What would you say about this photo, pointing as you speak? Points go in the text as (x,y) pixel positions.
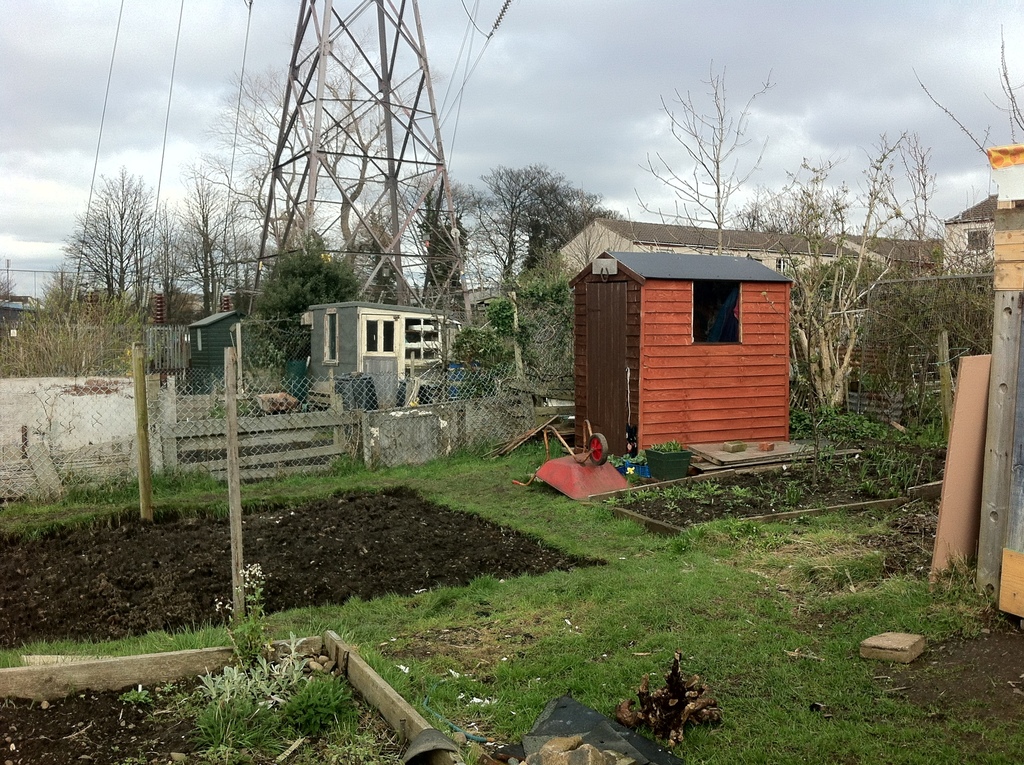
In the image we can see transmission tower (329,173) and electric wires (169,104). We can even see there are trees (502,211), plants (96,308) and grass (701,553). Here we can see the houses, mesh (183,428), poles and the cloudy sky (558,99).
